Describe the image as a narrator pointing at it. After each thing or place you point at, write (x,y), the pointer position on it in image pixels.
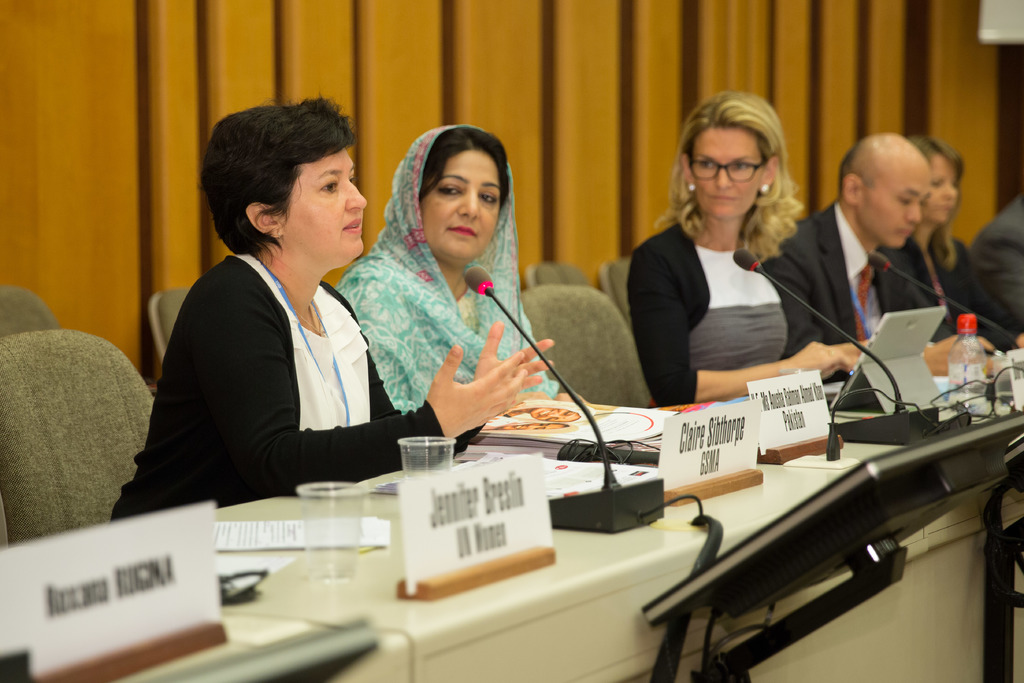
There is a group of persons (541,343) sitting on the chairs (615,337) as we can see in the middle of this image (594,334). The woman (296,355) sitting on the left side (215,385) is wearing a black color blazer (228,344). There are some glasses (437,467), and name boards (449,546) and some other objects (588,479) are kept on a table (685,540) at the bottom of this image (545,477), and there is a wooden wall (450,122) at the top of this image (203,138).
